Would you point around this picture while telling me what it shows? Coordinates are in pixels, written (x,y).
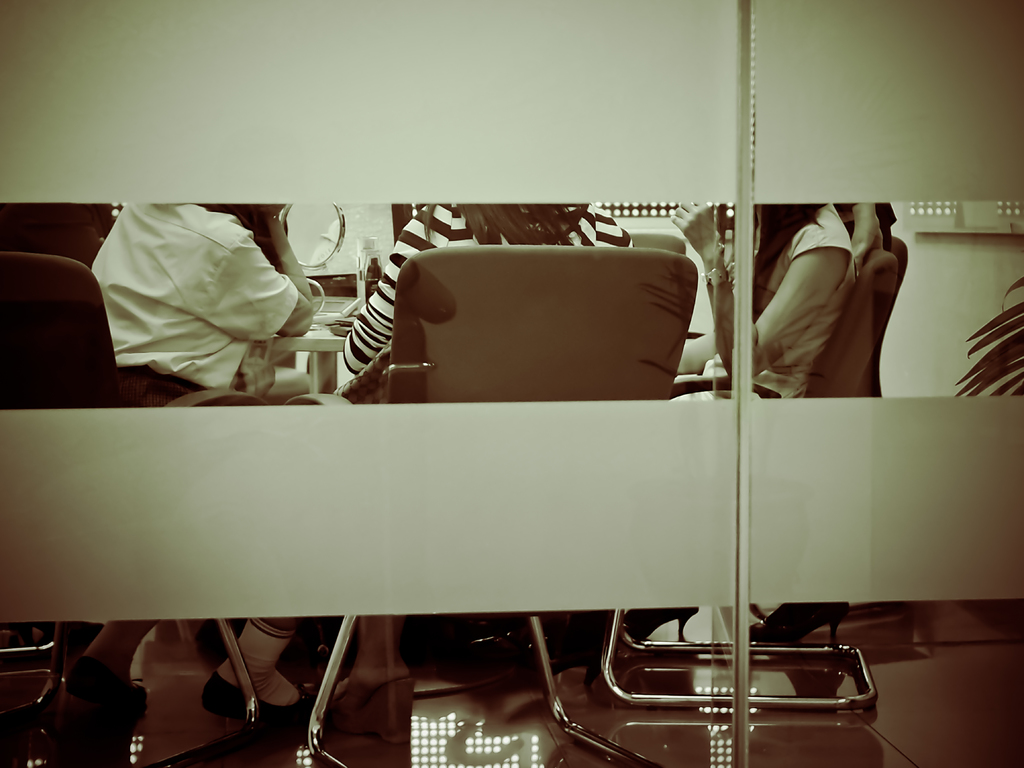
This is a black and white image, where we can see a glass wall (964,178), behind it there are a group of people (475,239) sitting in front of a table (345,340), which contains various objects (336,235) on it, on the right side of the image (979,367) there is a plant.
